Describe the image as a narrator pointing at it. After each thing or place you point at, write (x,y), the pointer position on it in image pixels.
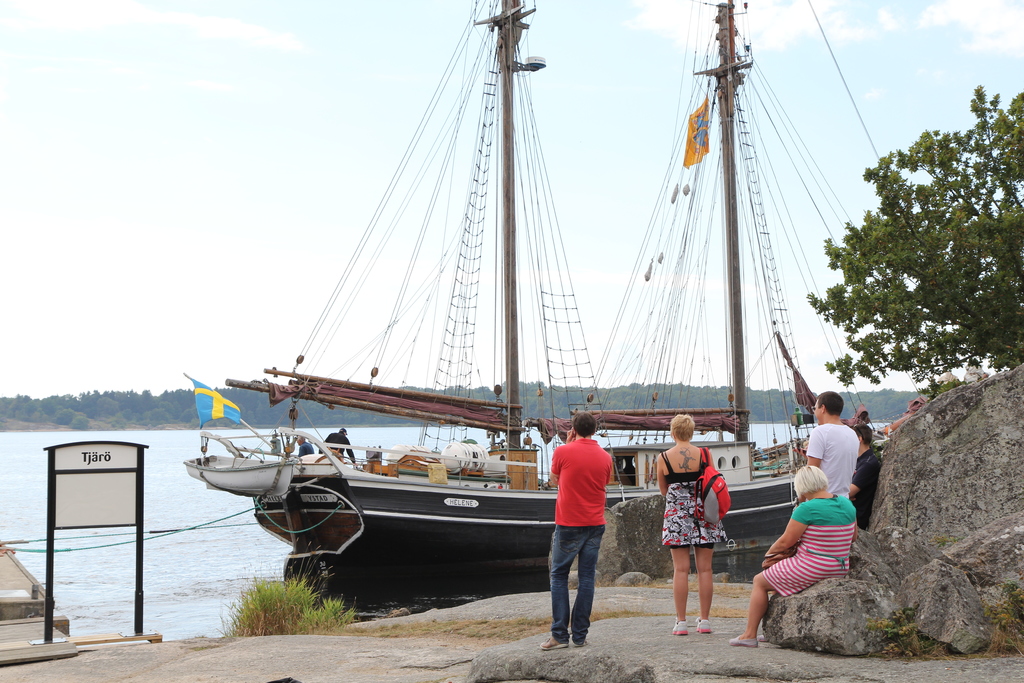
In this picture we can see group of people (545,642) standing on ground (703,660), there is a ship (503,460) and in the background of the picture (361,426) there are some trees (50,397), water (248,553) and top of the picture (387,141) there is clear sky (255,156).
